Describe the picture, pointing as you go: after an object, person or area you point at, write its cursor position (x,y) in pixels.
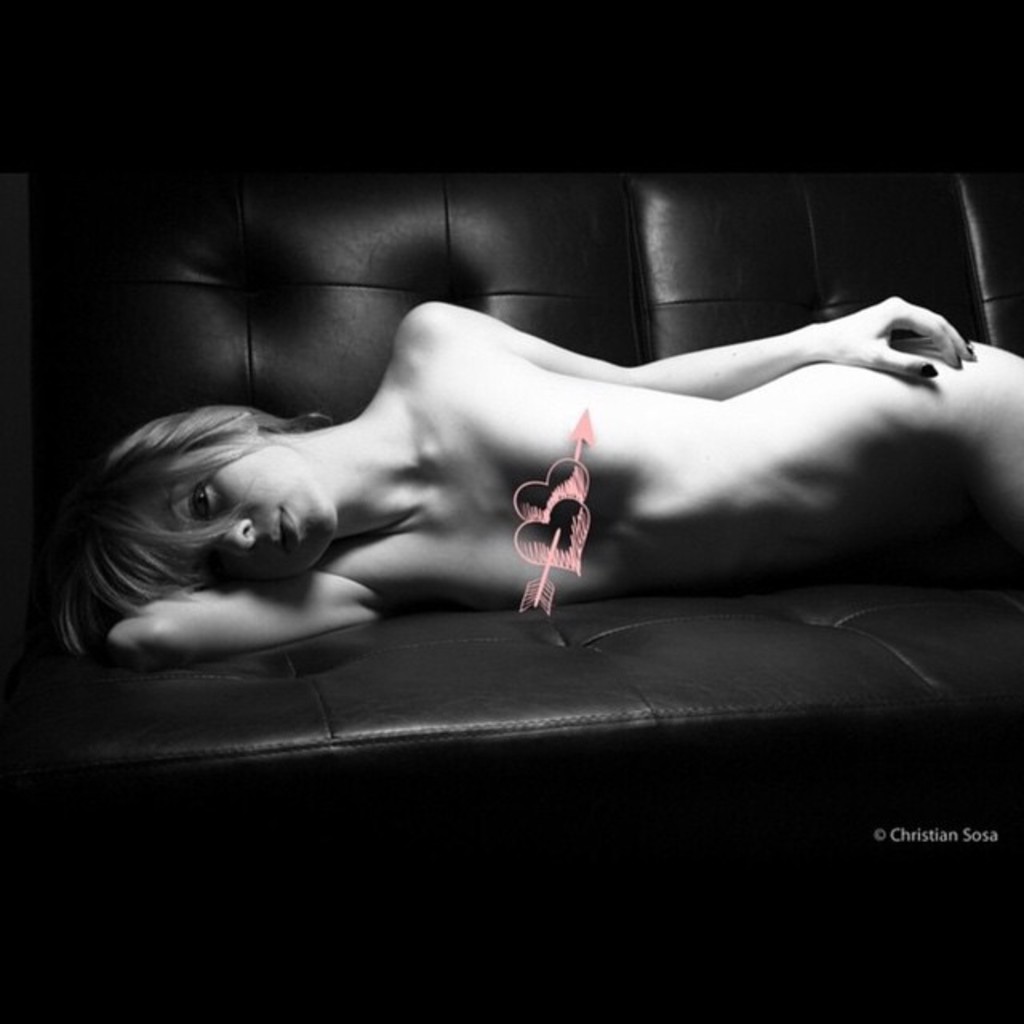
In this image there is a woman (252,432) lying naked on the sofa bed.
